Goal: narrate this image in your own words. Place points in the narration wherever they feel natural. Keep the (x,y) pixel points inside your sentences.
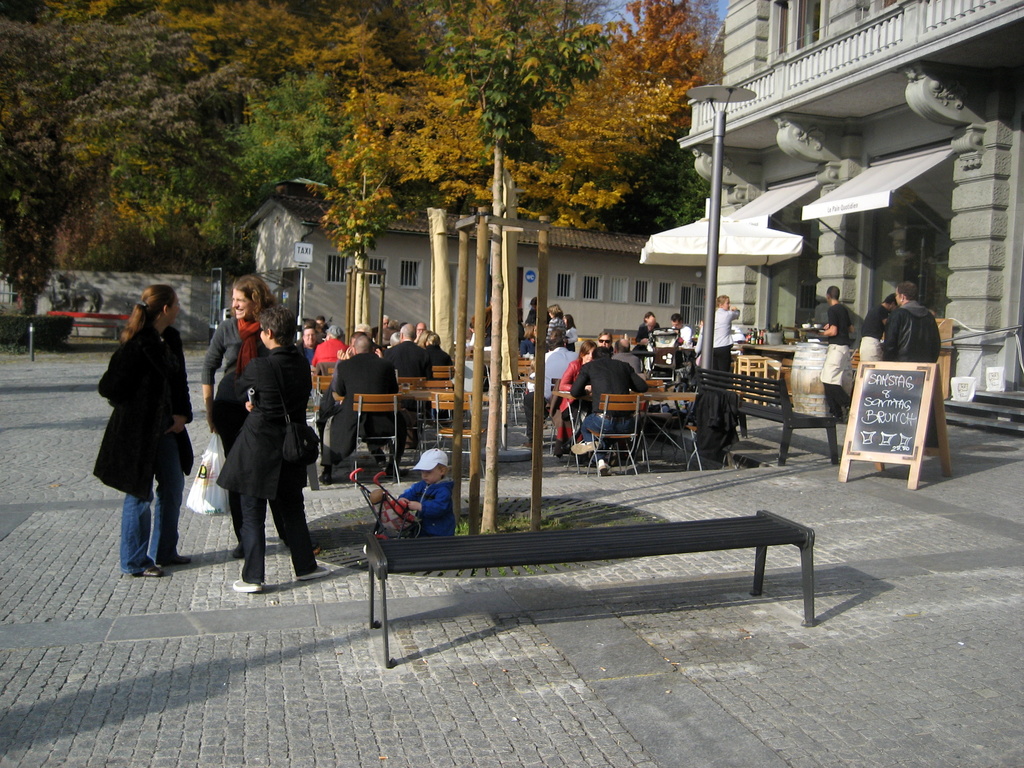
This picture is clicked outside. In the center (401,363) we can see the group of people (604,439) sitting on the chairs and we can see the group of people (266,482) seems to be standing on the ground (274,671) and we can see a bench (630,539) and the text (894,413) on the board (894,409). In the background (673,60) we can see the sky (622,2), trees (347,159), metal rods (332,273) and the buildings (619,290) and some other objects (687,382).
